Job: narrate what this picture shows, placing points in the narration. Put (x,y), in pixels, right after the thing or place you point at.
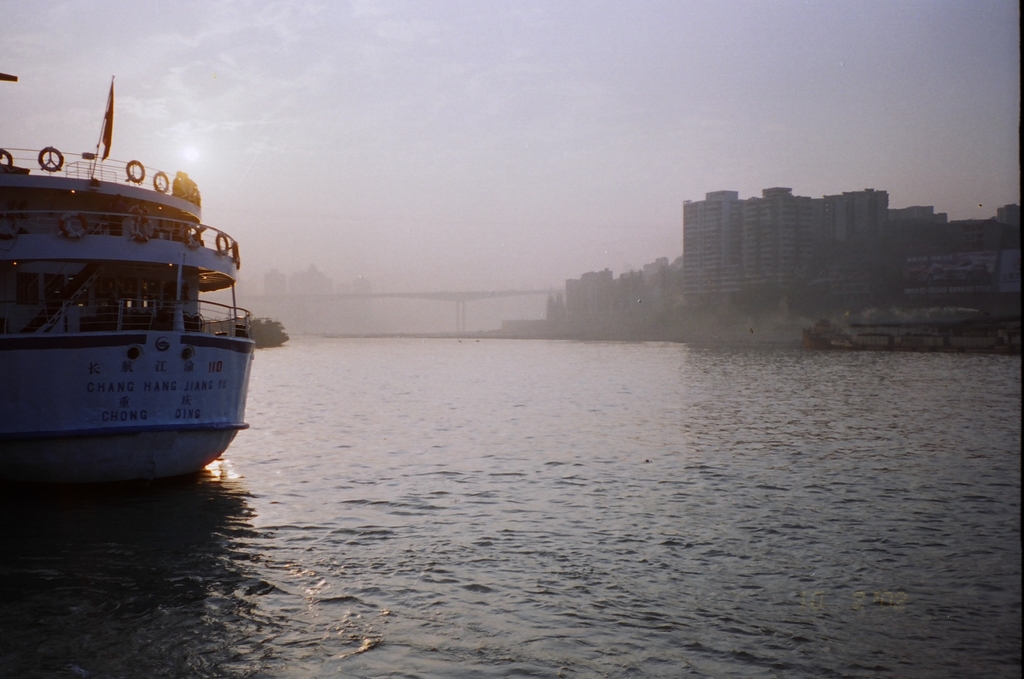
In this image we can see there are two ships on the river (531,465). In the background (576,304) there are buildings (723,271) and a sky (421,132).
